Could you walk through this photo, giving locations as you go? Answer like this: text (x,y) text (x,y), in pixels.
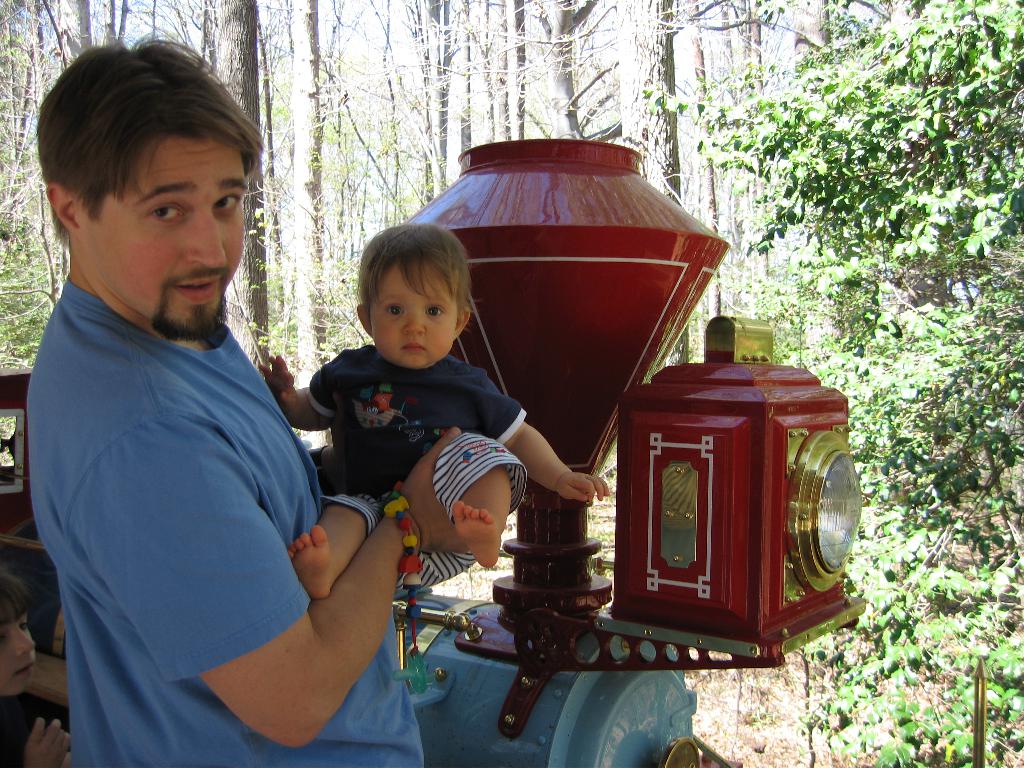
In this picture, we can see a person (388,524) holding a baby (460,392), and we can see toy train (568,688), and we can see child (14,627) in bottom left corner (55,759), and we can see ground (780,713), plants (849,645) and the trees (22,339).
